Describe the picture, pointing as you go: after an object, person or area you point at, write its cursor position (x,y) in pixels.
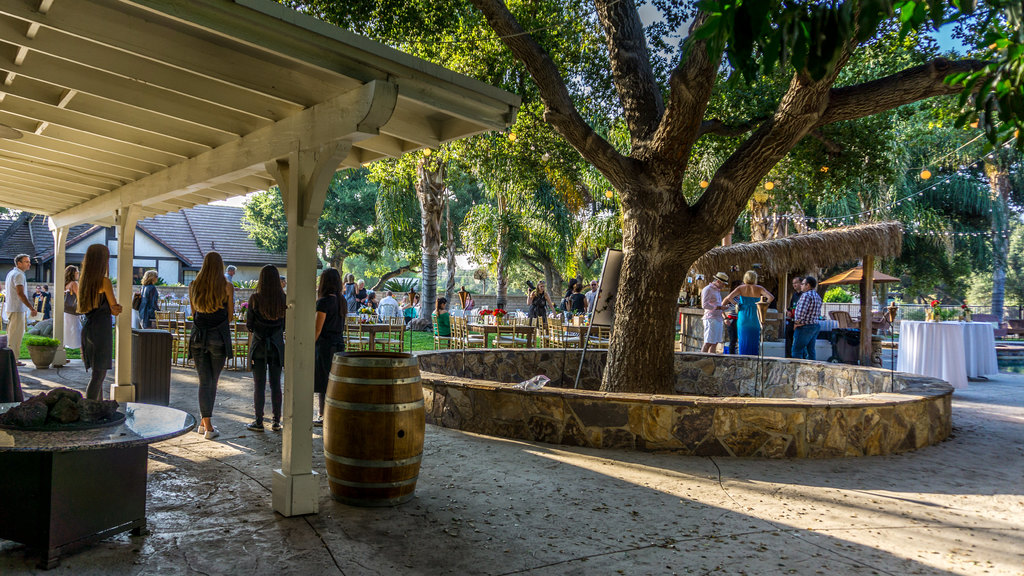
In this picture, In the right side (748,157) there is a tree (650,287) which is in green color, In the left side (31,541) there is a table (31,541) which is in black color and there is a shed (176,128) in white color, There are some people (208,337) standing in the shed (117,322).
